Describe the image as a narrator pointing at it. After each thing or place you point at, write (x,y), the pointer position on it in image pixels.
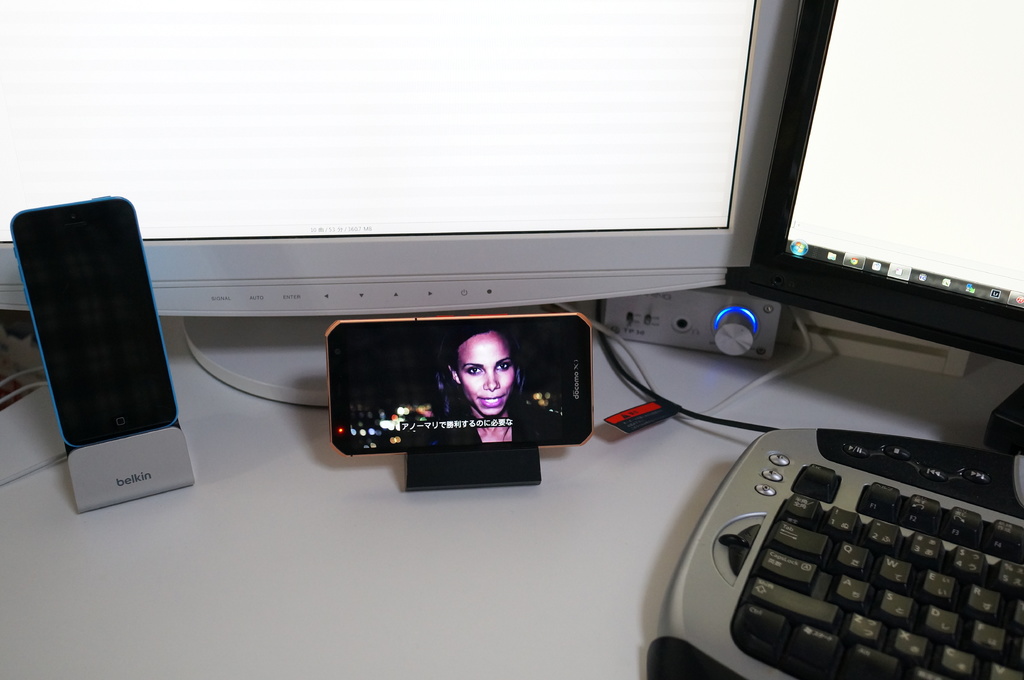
In this picture I can see mobiles (507,406) on the mobile holders (440,481), there are monitors (990,245), keyboard (859,438), cables (790,363) and there is an object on the table (353,543).
